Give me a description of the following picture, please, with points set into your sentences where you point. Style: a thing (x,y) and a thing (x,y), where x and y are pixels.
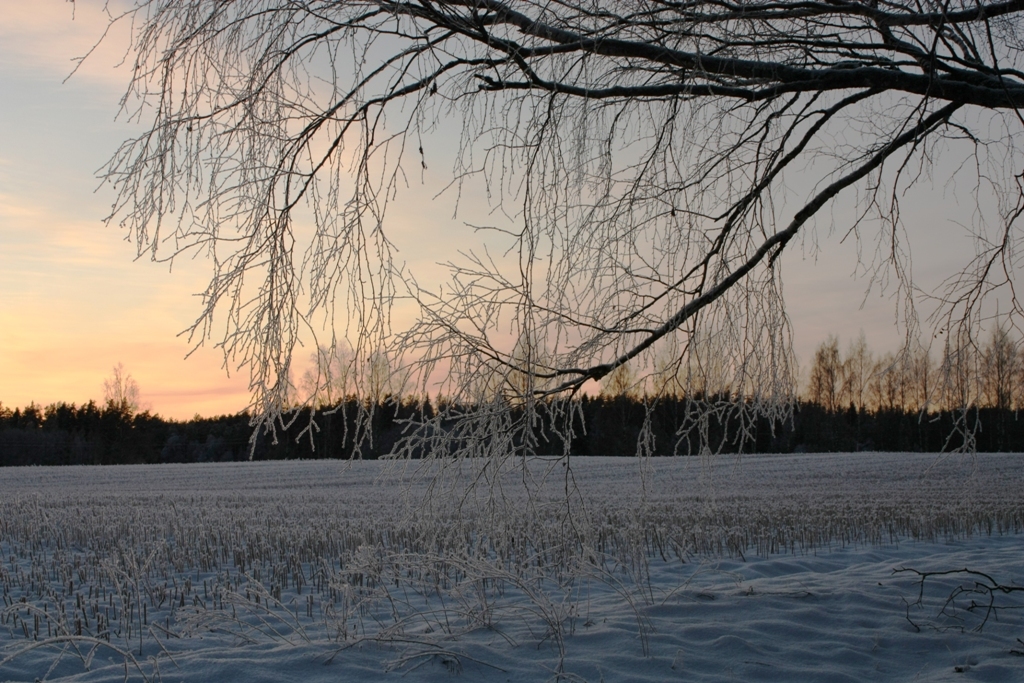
In this image I can see grass (425,494) and a tree (688,398) in the front (175,0). In the background (57,443) I can see number of trees (1015,440), clouds (92,302) and the sky (322,214).
